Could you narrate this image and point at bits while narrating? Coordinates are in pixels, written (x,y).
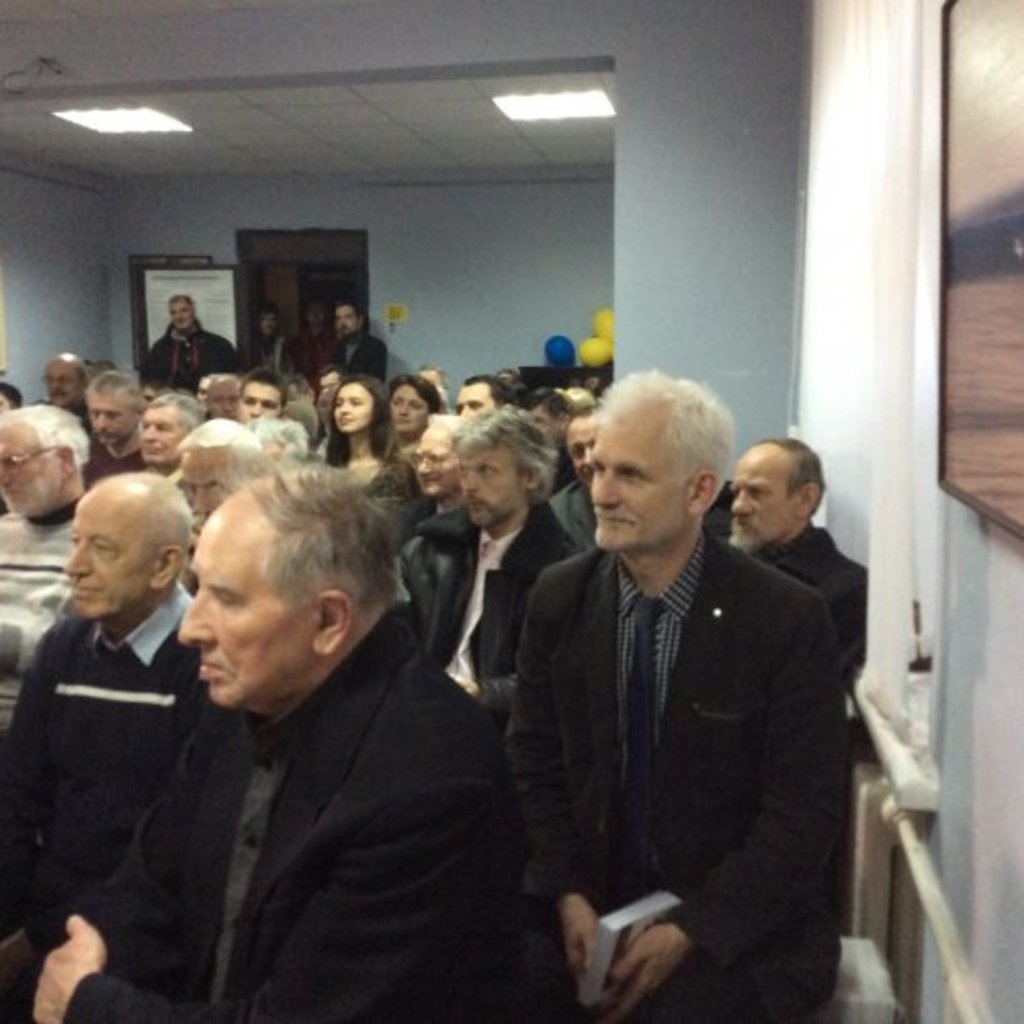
In this picture there are few persons (484,594) sitting and there are four persons (220,336) standing in the background (352,334).
